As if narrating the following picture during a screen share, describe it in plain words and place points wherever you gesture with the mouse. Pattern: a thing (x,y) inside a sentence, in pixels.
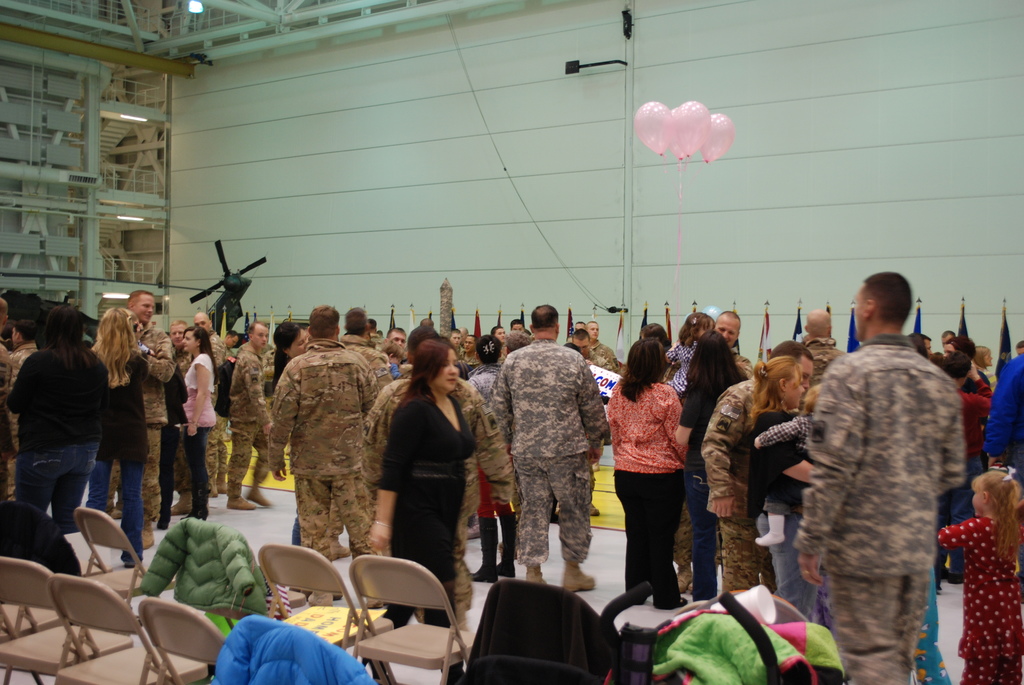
There are chairs (167,632) and jackets (245,616) are present at the bottom of this image (176,616). We can see a crowd (101,470) in the middle of this image (384,355) and the wall (652,260) is in the background (467,228). There are balloons (657,111) at the top of this image (683,117).
